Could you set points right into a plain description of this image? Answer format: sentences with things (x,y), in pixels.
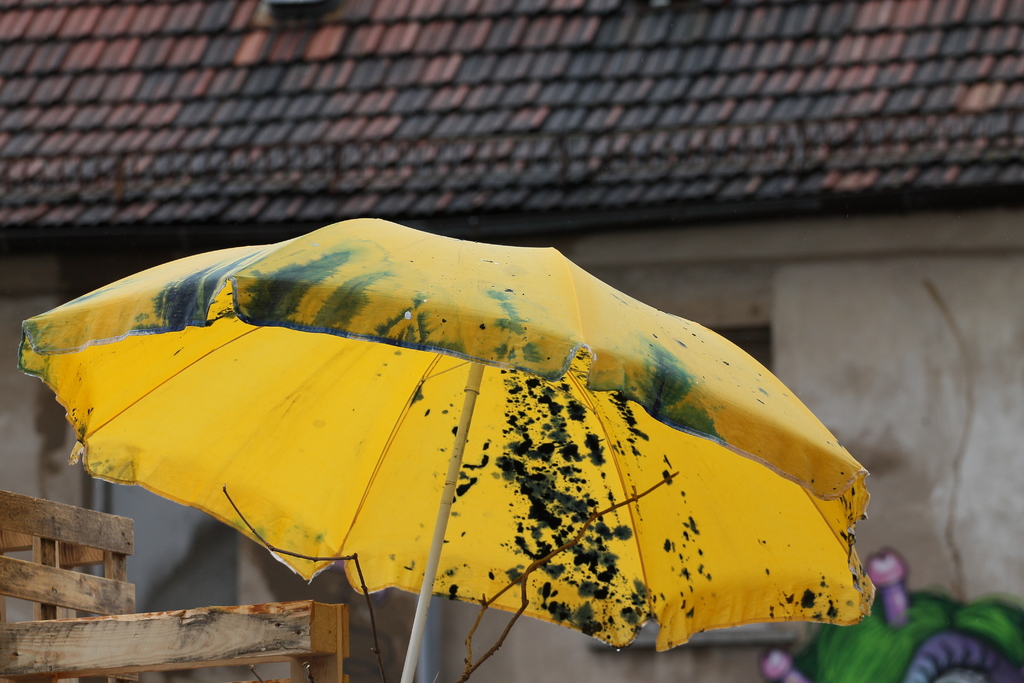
In this image we can see the umbrella (520,539), wooden objects (37,513), behind there is a house (664,82) and a gable roof (607,80). At the bottom (962,618) there is an object (836,632).
